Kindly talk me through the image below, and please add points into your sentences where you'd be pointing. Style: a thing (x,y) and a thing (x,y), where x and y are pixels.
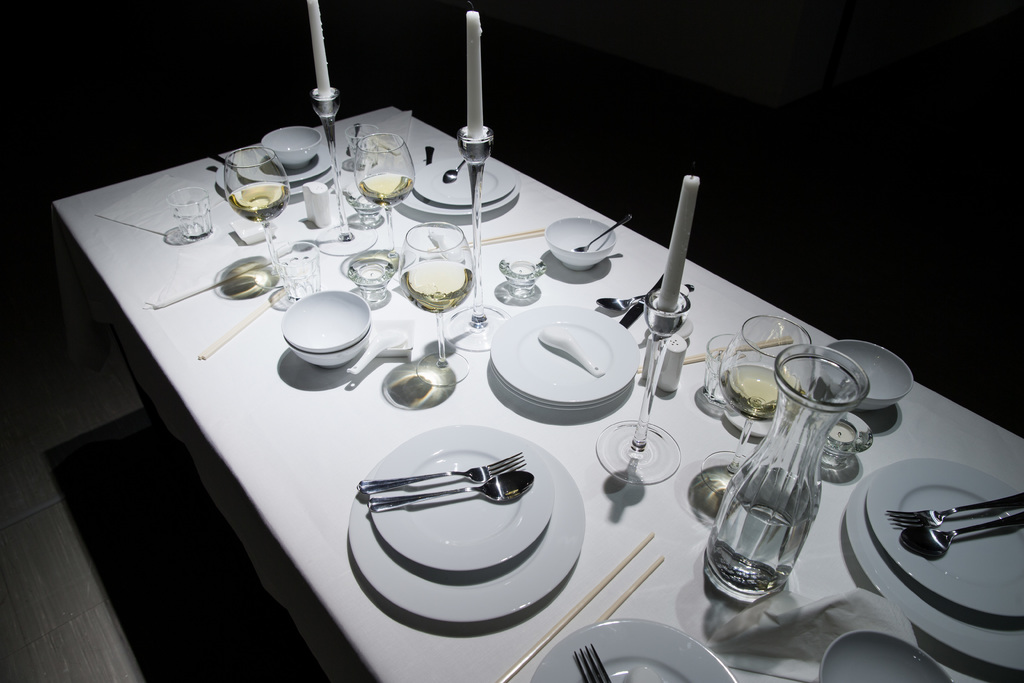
In this image we can see a table (311,443) on the floor (121,555), there are few plates (484,564), bowls (358,347), spoons (489,486), forks (521,463), glasses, few glasses (769,394) with drink (381,201), candle stands (532,266) with candles (327,92) and few other objects (669,340) on the table (653,545) and dark background (927,221).
